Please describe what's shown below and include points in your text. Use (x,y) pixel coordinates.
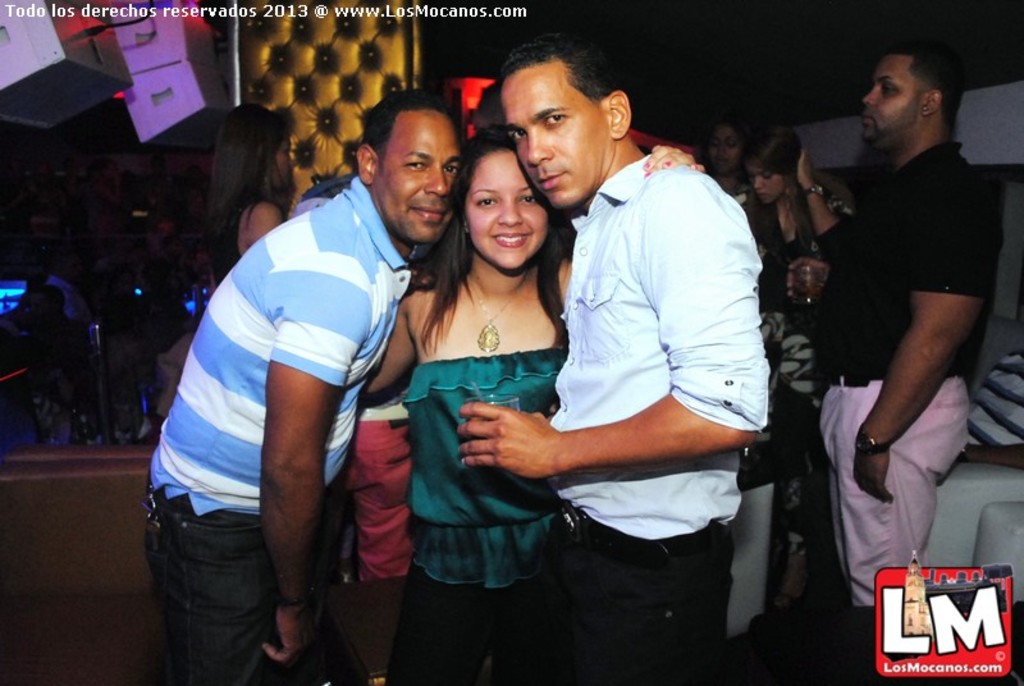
In the middle (473,342) a beautiful girl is standing, she wore a green color dress (545,411). On either side of her 2 men (344,305) are standing, in the right side (873,325) a man (855,327) is standing, he wore a black color t-shirt (867,292). There is a mark (942,572) in the down side of an image.
